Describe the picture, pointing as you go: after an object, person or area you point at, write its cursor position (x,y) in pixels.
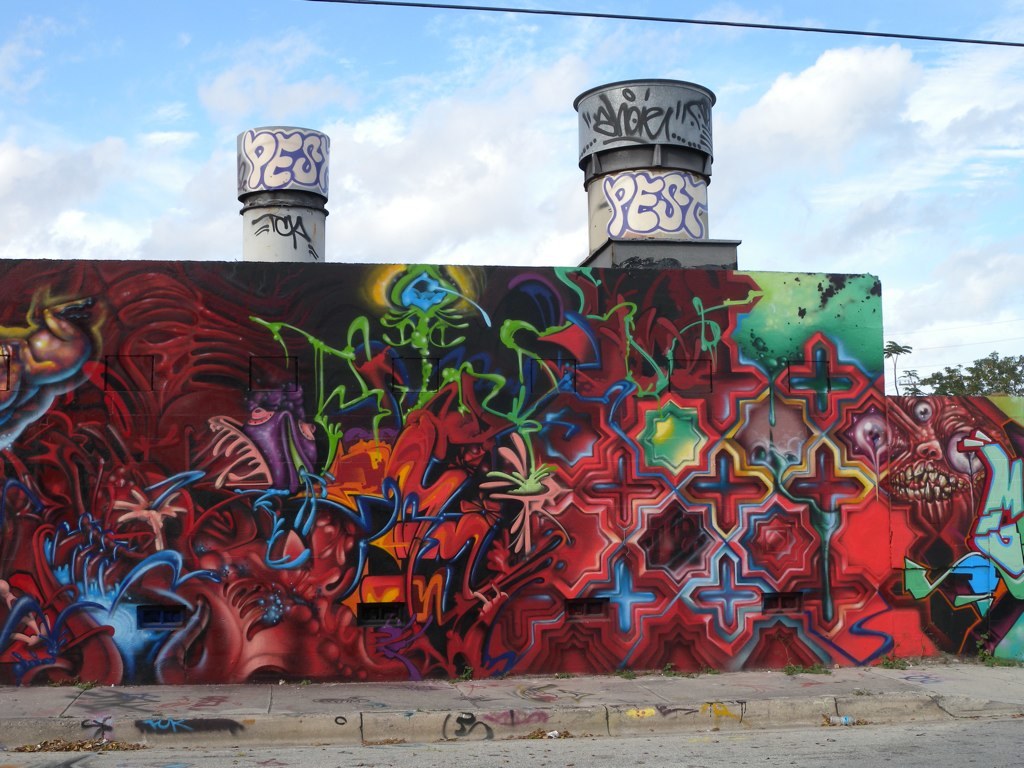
In the center of the image (613,444) a wall (492,414) is there. On wall (451,481) graffiti (613,497) is present. At the top of the image (516,136) clouds (526,137) are present in the sky (530,142). At the bottom of the image (706,732) ground (731,746) is there. At the top right corner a wire (967,40) is present.
